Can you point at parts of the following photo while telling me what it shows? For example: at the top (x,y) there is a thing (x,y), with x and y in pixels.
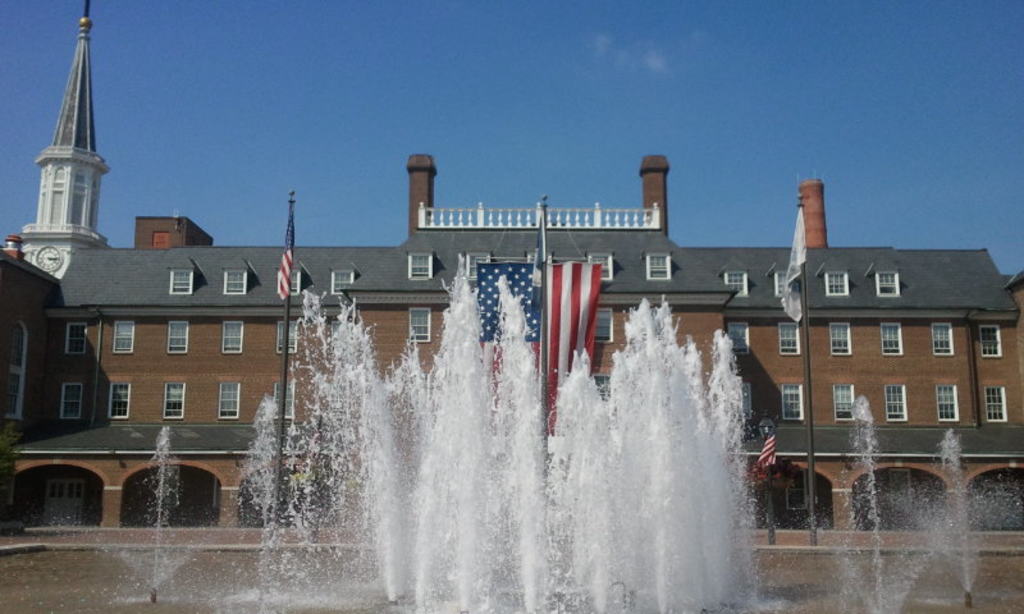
This image is taken outdoors. At the top of the image (544,75) there is the sky (793,104) with clouds (597,62). In the middle of the image (618,364) there is a fountain (459,546) with water (951,603). In the background (852,362) there is a building (870,357) with walls (921,355), windows (953,392), doors (894,499), pillars (845,501) and roofs (892,303). There are a few flags (560,331). There is a tower (90,226) and there is a clock (51,253) on the tower (51,253). There is a railing (510,220).
